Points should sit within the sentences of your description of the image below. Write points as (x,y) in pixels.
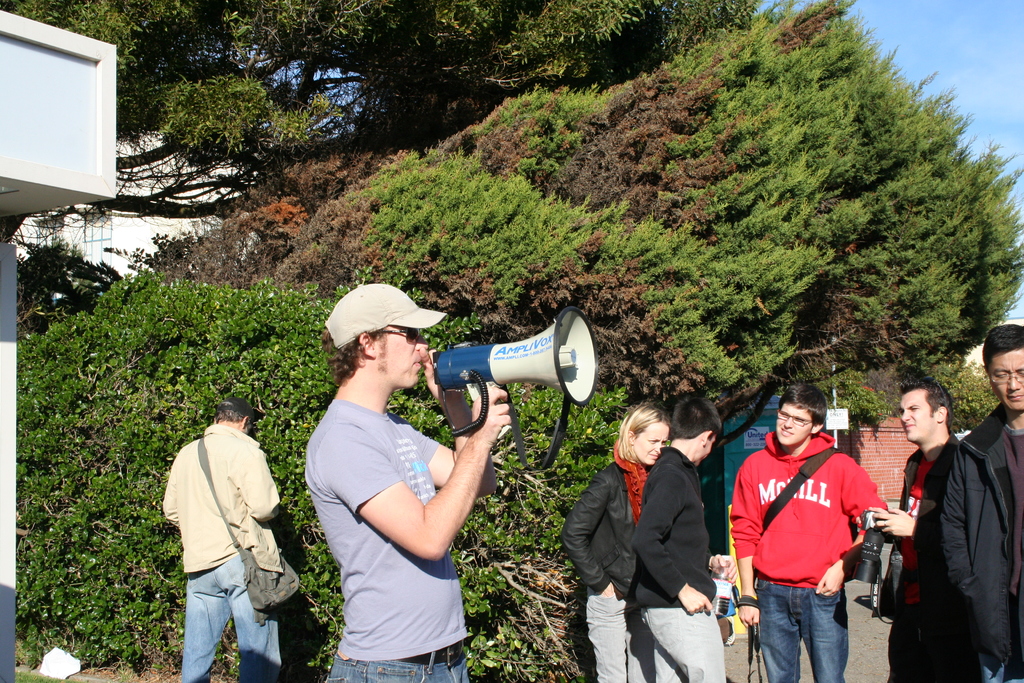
This picture describes about group of people (653,488), in the middle of the image (398,379) we can see a man (392,467), he wore a cap (358,327) and he is holding a megaphone (590,357), in the background (428,397) we can see few trees (812,338), buildings (884,463) and a pole (832,384).
